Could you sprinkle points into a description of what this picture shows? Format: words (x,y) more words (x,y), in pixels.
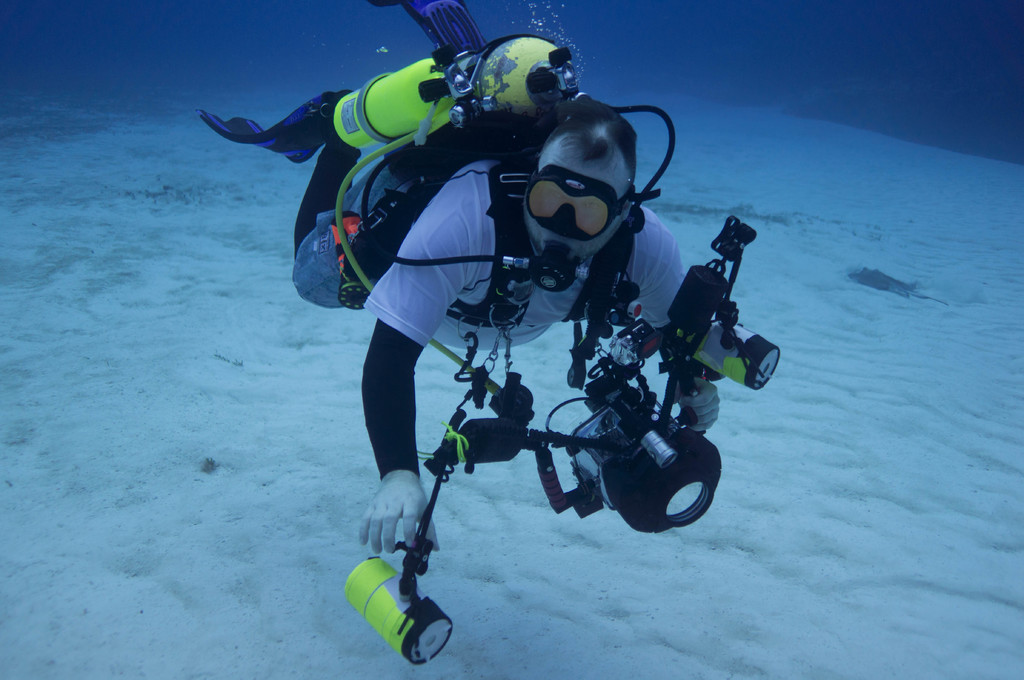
In this image I can see a person (685,399) in the water (695,27) and the person (512,140) is wearing white color shirt (426,250), white gloves (370,510) and the person (548,303) is also wearing an oxygen cylinder (527,54).
